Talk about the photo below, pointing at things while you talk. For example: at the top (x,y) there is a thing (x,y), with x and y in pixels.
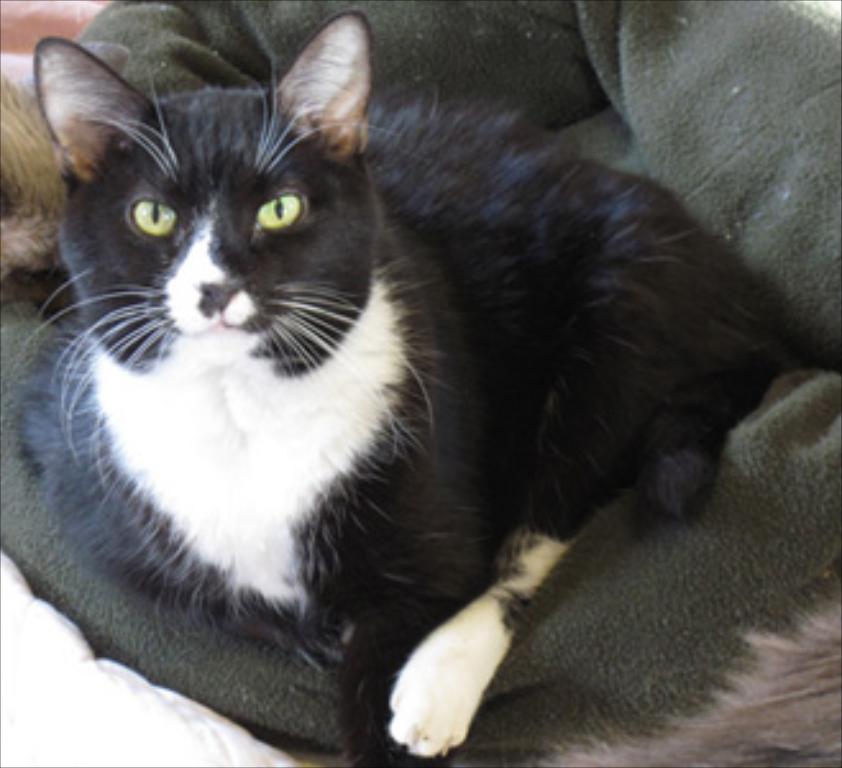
In the image we can see there is a black and white colour cat (445,335) sitting on the cat bed (622,628).
